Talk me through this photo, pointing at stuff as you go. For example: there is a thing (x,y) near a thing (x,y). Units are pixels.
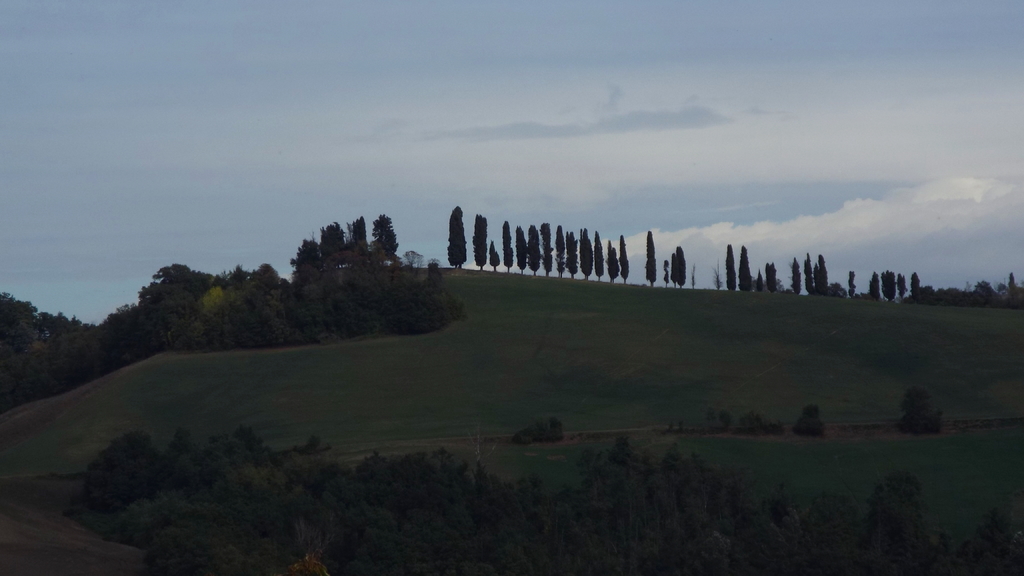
In this image I can see many trees (376,289) and the plants (383,307) on the ground (508,427). In the background (650,194) I can see the clouds (556,209) and the sky (179,172).
